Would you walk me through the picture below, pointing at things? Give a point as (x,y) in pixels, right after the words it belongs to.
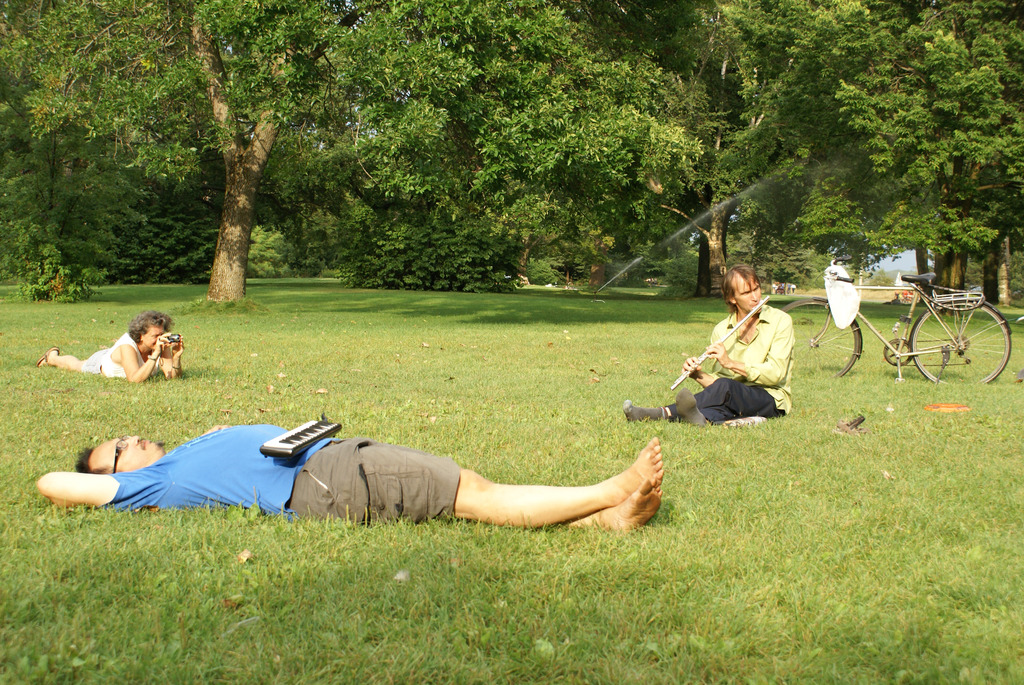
In this picture, we see the man (199,474) in blue T-shirt (199,474) is lying on the grass (318,525). We see a musical instrument (287,432) which looks like a keyboard (295,432) is placed on him. At the bottom of the picture (599,575), we see the grass (861,605). The woman (150,319) in white dress (110,366) is lying on the grass (53,339) and she is clicking photos on the camera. The man (777,351) in green shirt (772,364) is playing a musical instrument (750,317) and he is sitting on the grass (788,446). Behind him, we see a bicycle (860,312). There are trees (453,197) in the background (410,208). This picture might be clicked in the garden (505,322) or in the park (228,649).
